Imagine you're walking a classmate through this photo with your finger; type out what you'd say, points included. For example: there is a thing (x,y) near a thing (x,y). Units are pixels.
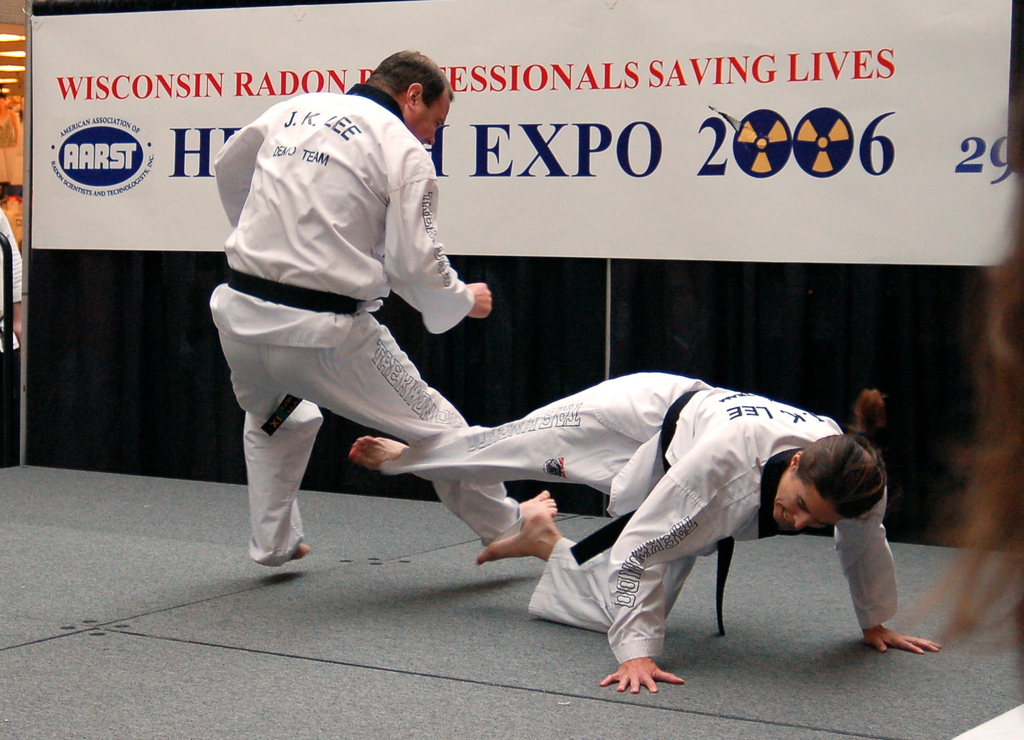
In this picture we can see a man (318,180) and a woman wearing white color shirt (317,248) and track (462,469), playing karate. Behind there is a white and blue color poster banner (641,241).
